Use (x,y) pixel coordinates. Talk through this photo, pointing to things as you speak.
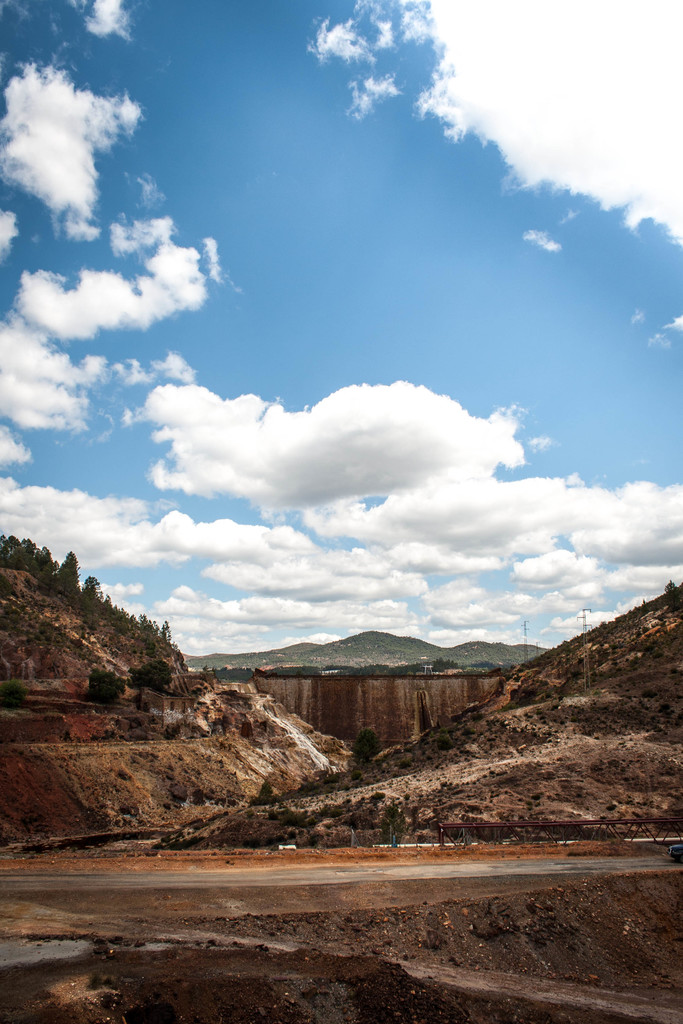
In this image we can see group of mountains (628,725), poles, trees (0,558) and the cloudy sky (368,542).
